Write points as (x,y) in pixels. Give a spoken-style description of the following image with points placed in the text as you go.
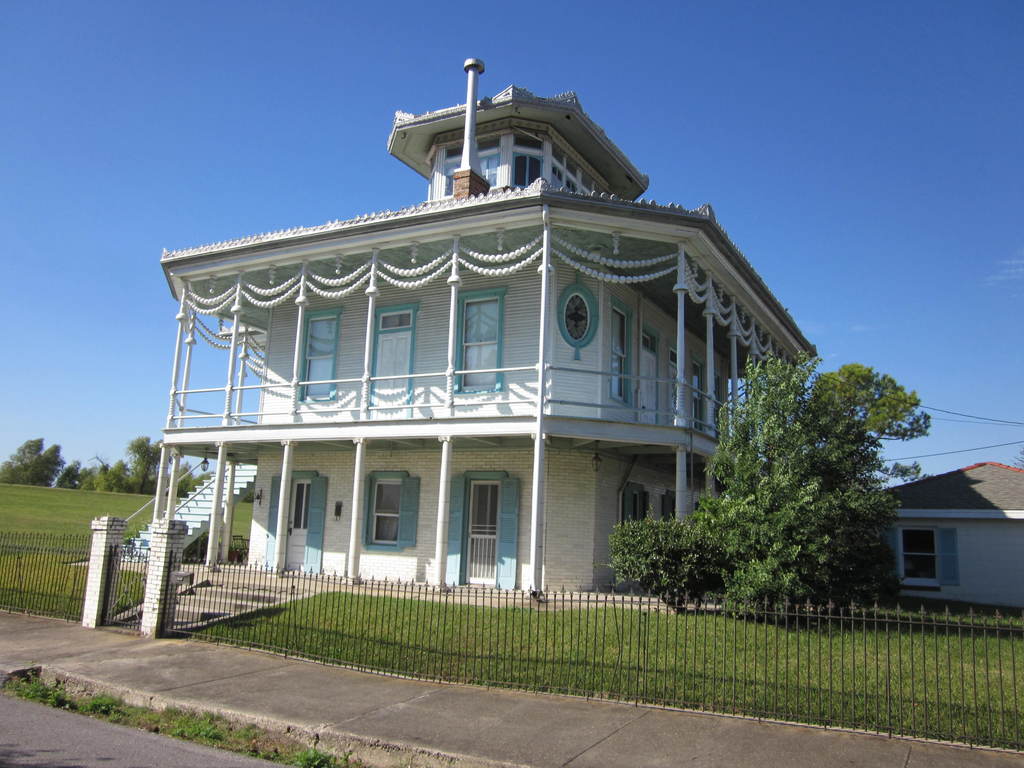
In this image, we can see building (537,457), house (929,579), walls (599,521), poles (542,449), railings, windows (935,545), doors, stairs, grass (975,612), trees (722,531) and plants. At the bottom of the image (386,635), we can see fence (656,673), walkway (486,709), road (244,762), plants (31,700) and pillars (91,590). Background we can see the sky (144,253) and trees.
